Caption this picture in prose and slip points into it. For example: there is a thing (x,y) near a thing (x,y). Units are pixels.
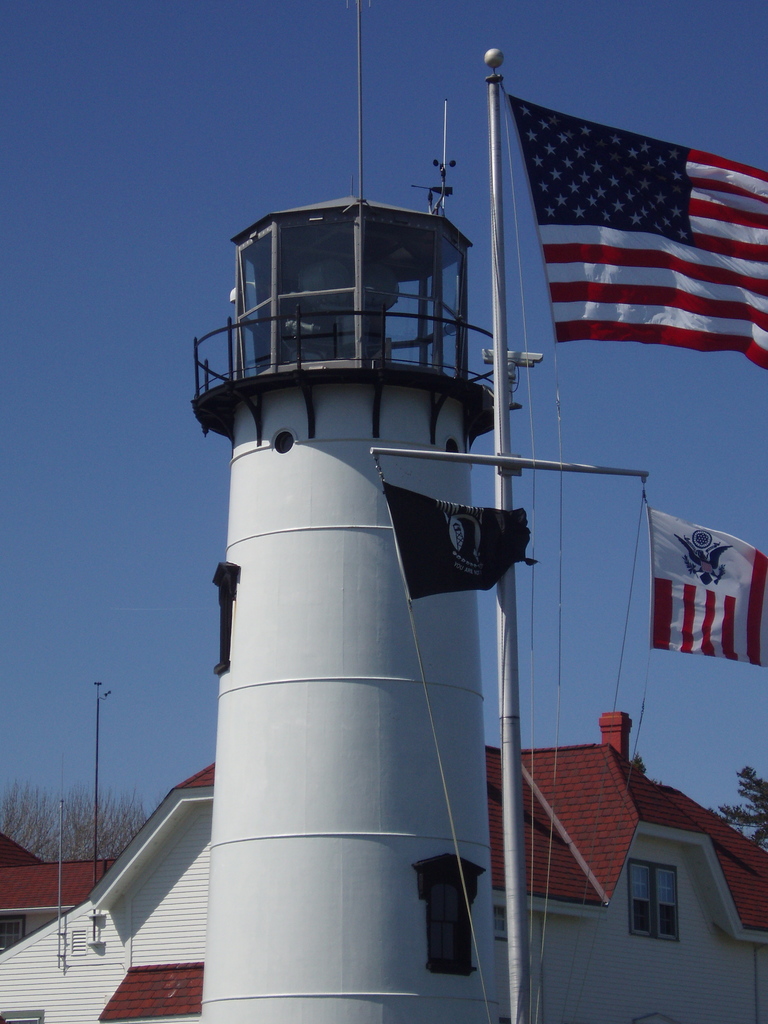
As we can see in the image there are buildings (297,666), houses (626,833), red color rooftops (613,827), trees (40,822), flags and sky (252,100).
